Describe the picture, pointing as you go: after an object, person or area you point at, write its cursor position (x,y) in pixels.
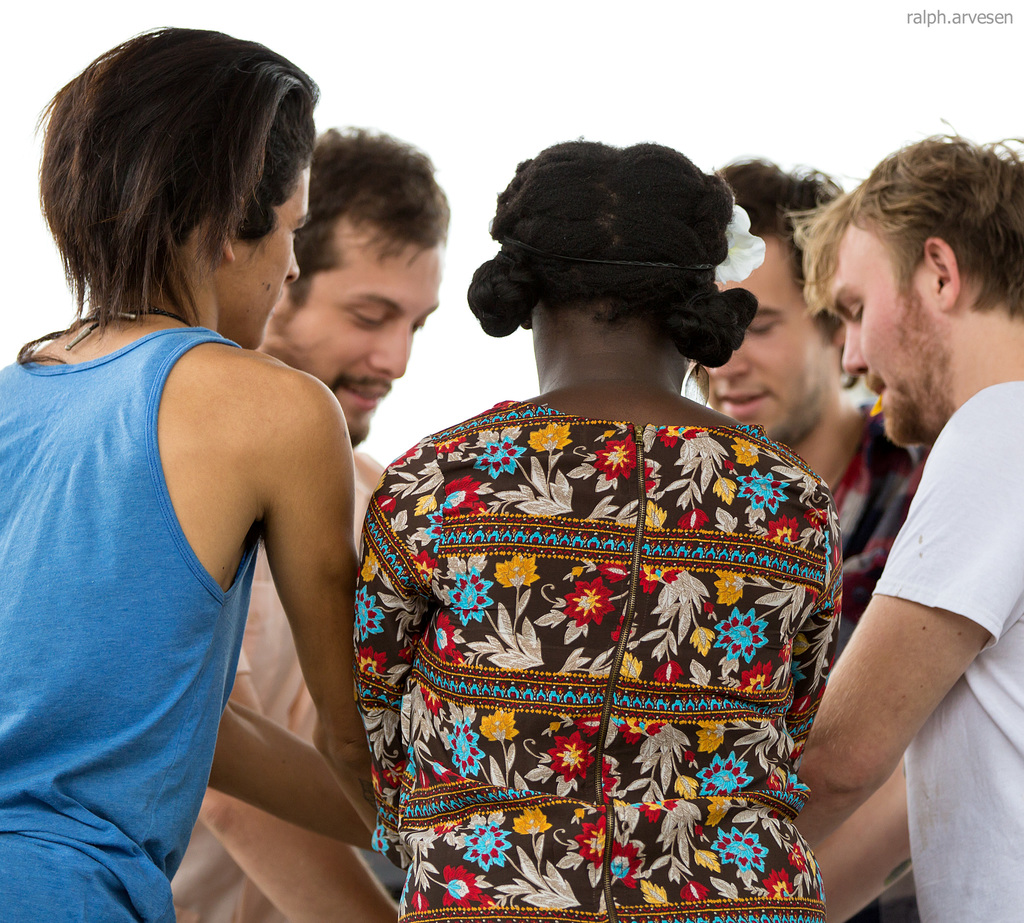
Background (955,63) portion of the picture is white in color. In the top right corner (926,16) we can see watermark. In this picture we can see the group of people (427,638).
